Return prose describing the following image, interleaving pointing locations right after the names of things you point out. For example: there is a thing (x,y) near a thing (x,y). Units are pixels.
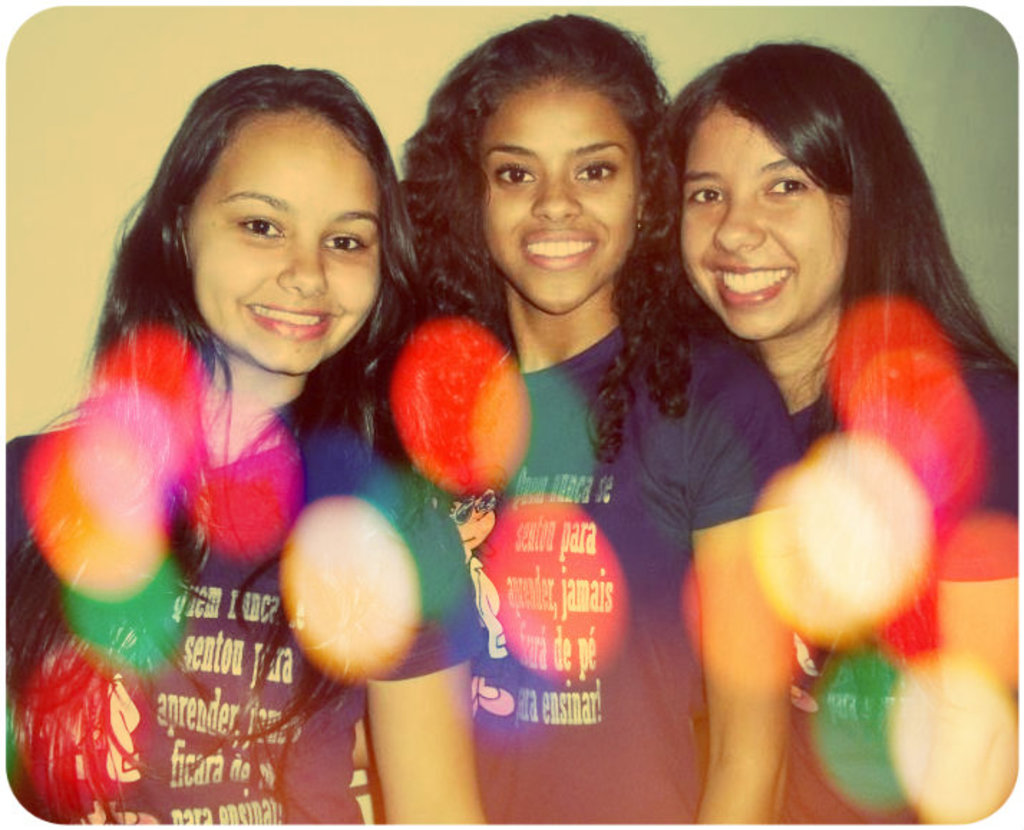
In this picture we can see three girls (669,306) are smiling, they wore t-shirts (617,602), in the background (103,114) there is a wall (113,65), we can see some text (524,594) on these t-shirts (585,615).
